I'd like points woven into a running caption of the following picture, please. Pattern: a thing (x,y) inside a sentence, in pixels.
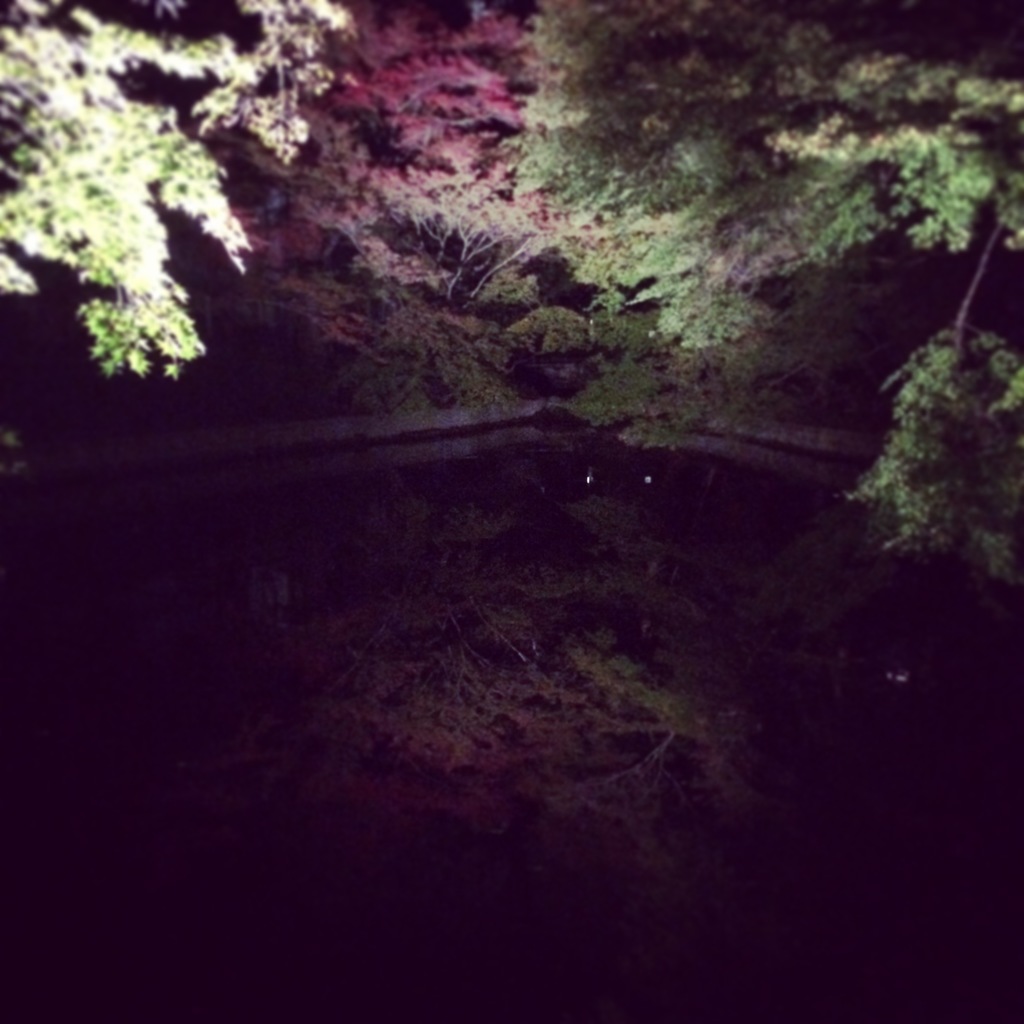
In this picture we can see trees (669,177) and in the bottom (622,944) we can see water (741,801).
